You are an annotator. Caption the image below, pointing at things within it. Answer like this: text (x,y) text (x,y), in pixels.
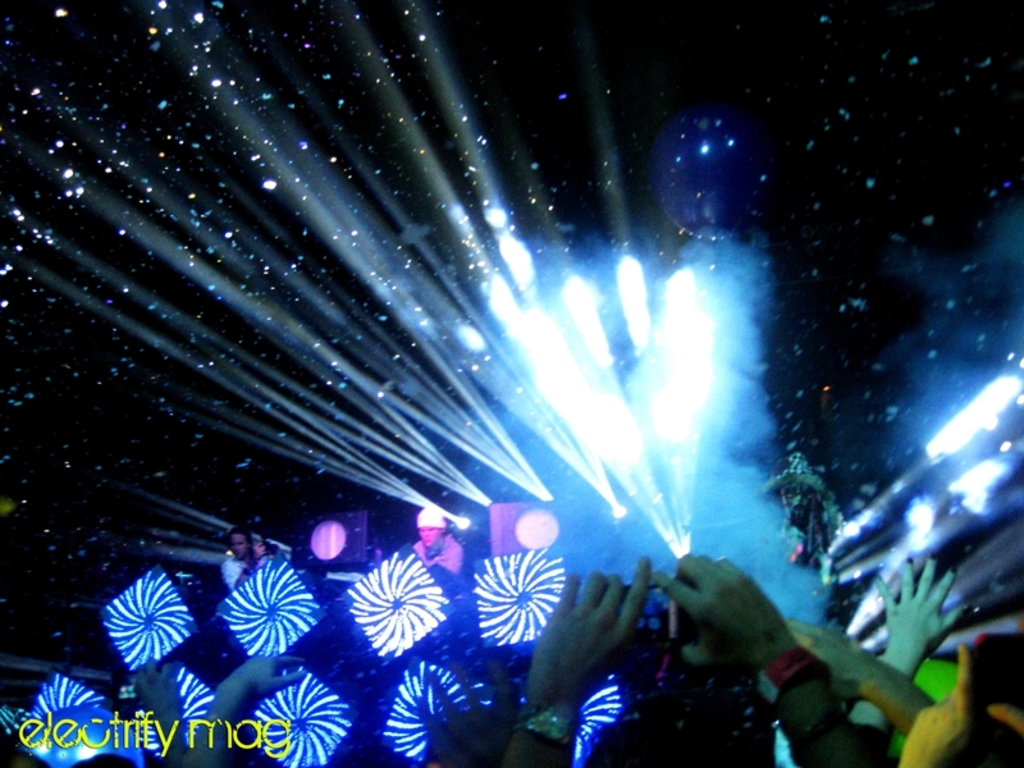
In this image I can see number of people (951,741), lights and I can see few of them (725,573) are holding cameras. I can also see this image is little bit in dark and here I can see watermark (139,737).
